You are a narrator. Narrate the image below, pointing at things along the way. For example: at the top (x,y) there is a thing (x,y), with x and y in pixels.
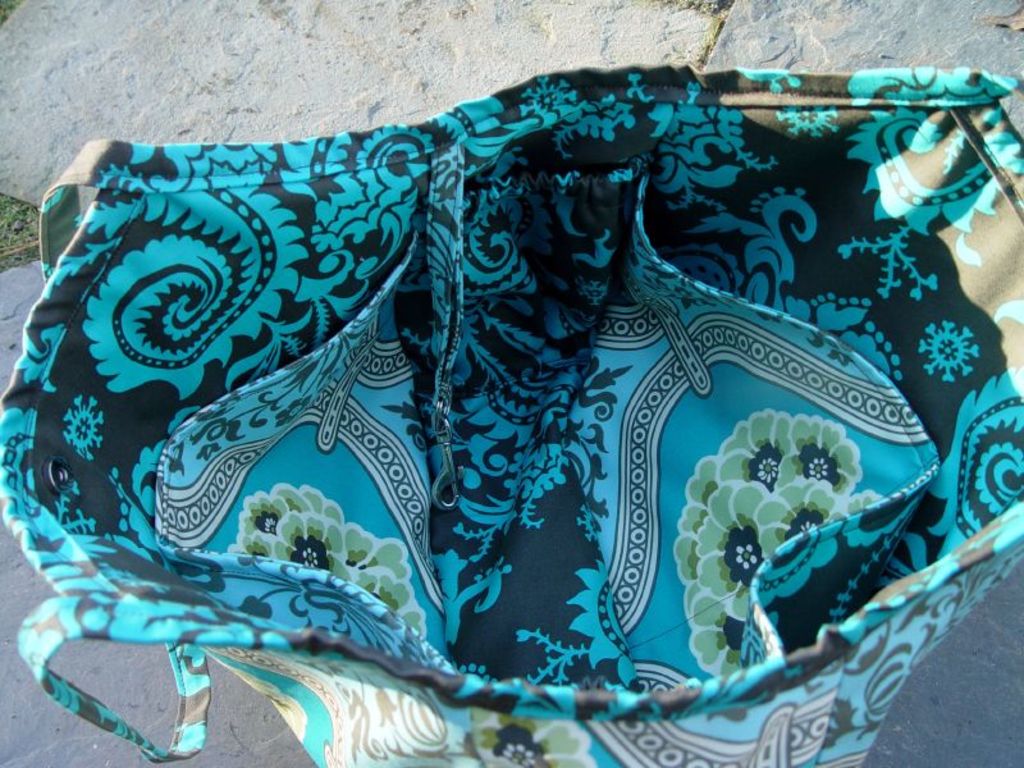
In this image I can see a cloth handbag (526,404). This bag (91,382) is of blue, black, green and white in color. These are the handles (46,650) of the bag (65,254). This bag (497,236) is placed on the floor (387,95).
